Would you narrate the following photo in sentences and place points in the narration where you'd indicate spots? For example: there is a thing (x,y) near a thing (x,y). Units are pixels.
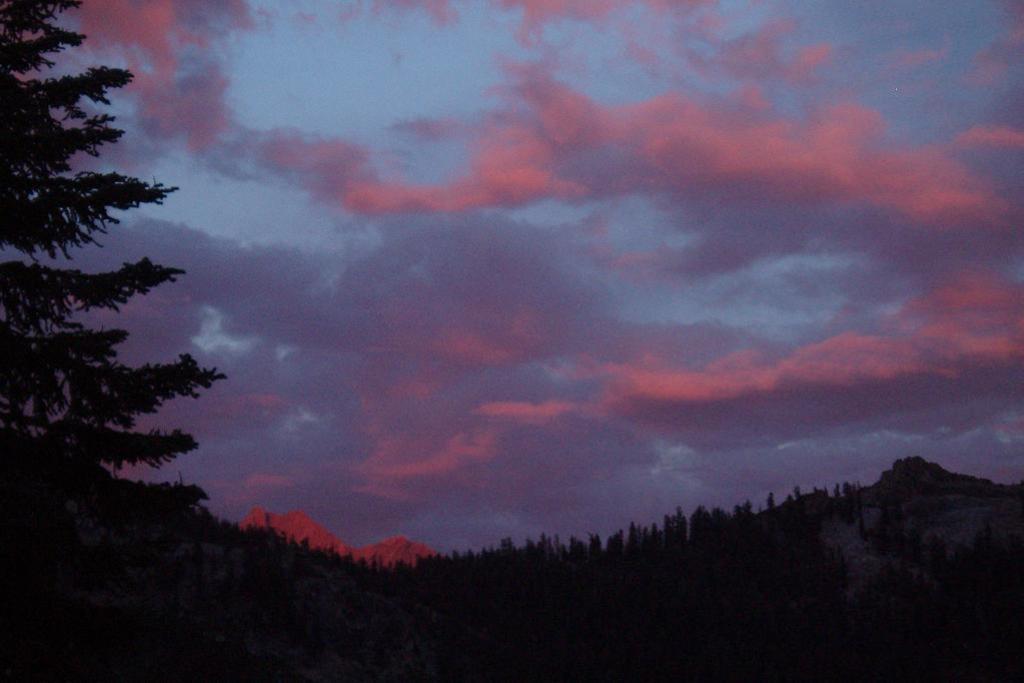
In this picture we can see a few trees (231,537) from left to right. Sky (351,365) is cloudy.
